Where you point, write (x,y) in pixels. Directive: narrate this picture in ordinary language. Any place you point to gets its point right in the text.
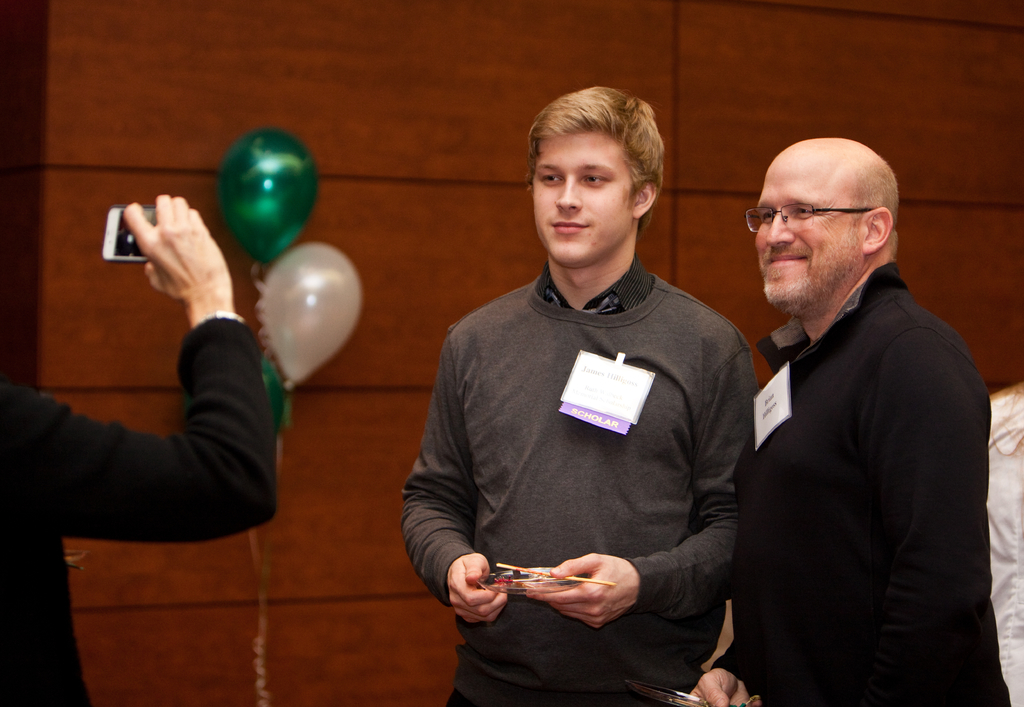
In this image, I can see two persons (662,601) standing and holding the objects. On the left side of the image (68,491), I can see another person (240,405) holding a mobile (125,259). In the background (264,243) there are balloons (287,344) and a wall (546,63).
